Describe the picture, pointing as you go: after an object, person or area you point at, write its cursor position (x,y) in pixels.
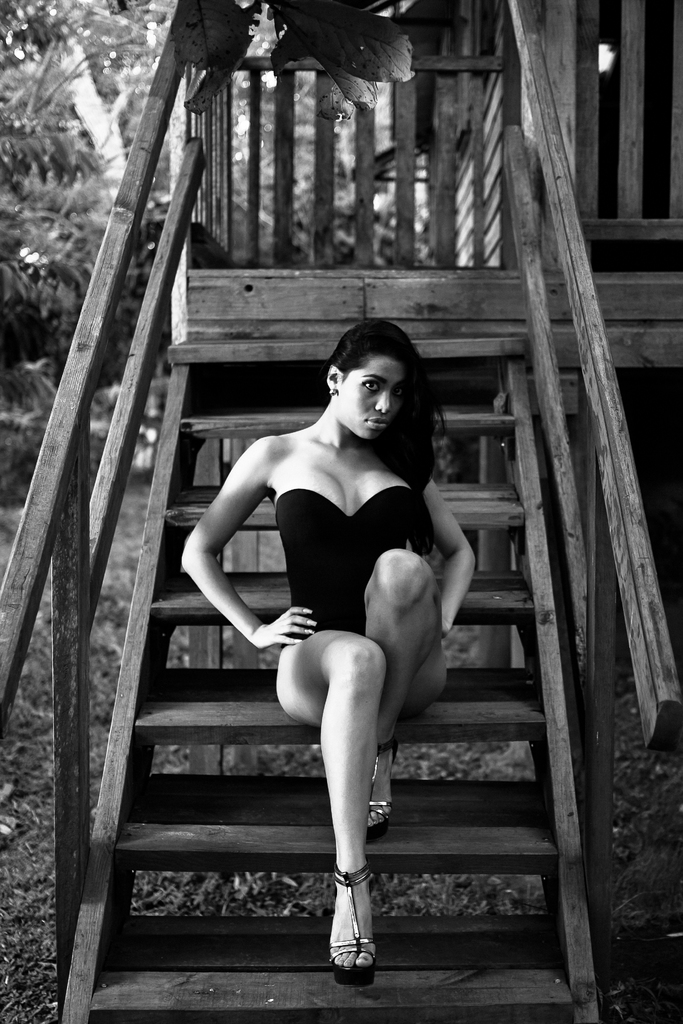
It is a black and white image. In this image there is a woman (437,666) sitting on the stairs (458,435). In the background of the image (343,219) there are trees (87,160) and there is a wooden railing (411,142).
